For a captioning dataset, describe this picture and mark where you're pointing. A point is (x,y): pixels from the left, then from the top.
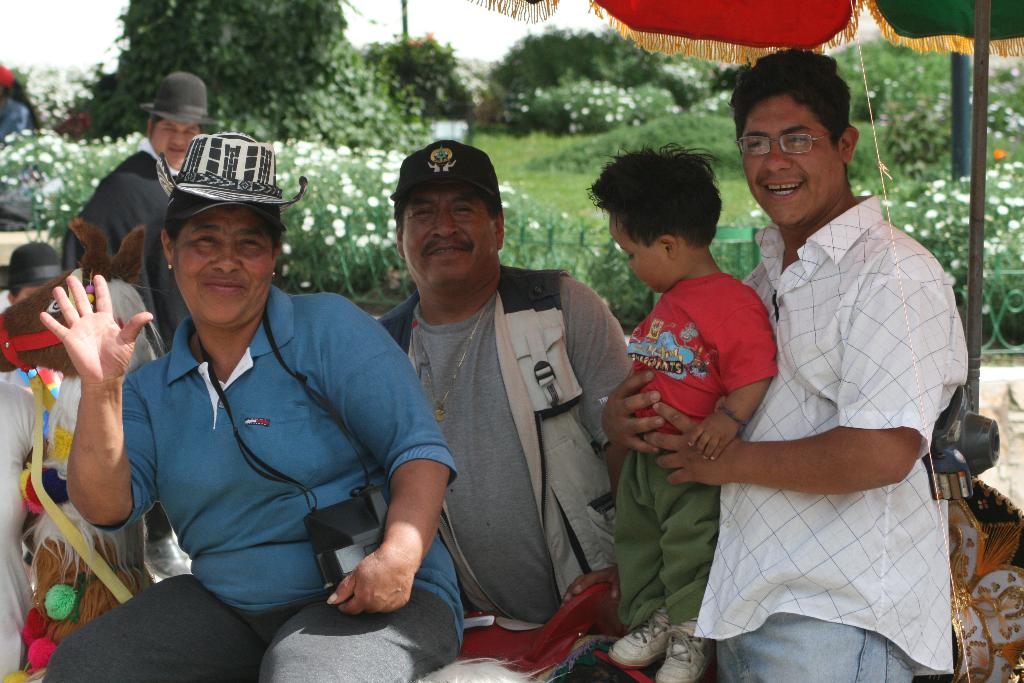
In this image, we can see some persons (159,301) wearing clothes (99,225) and hats (175,107). There is a person (868,324) on the right side of the image (876,329) holding a baby (736,282) with his hands (713,468). There is an umbrella (964,32) in the top right of the image (974,77). There are some plants (608,136) in the middle of the image (624,294).
